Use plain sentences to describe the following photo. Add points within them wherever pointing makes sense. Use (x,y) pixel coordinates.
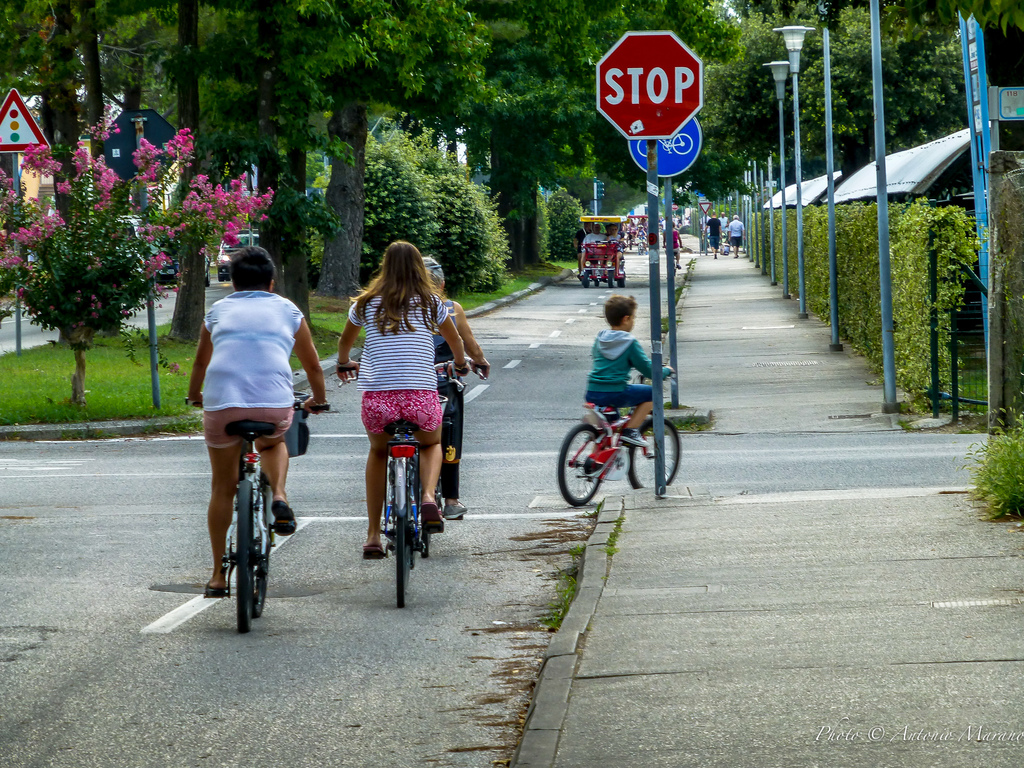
In this image we can see people (360,324) riding bicycles (601,433) and there are sign boards (677,86). In the background (86,177) there are vehicles (634,221) on the road (548,425), trees (294,69), poles (829,136), people (711,233) and a road (747,447). On the left (176,246) there are flowers (227,199).
